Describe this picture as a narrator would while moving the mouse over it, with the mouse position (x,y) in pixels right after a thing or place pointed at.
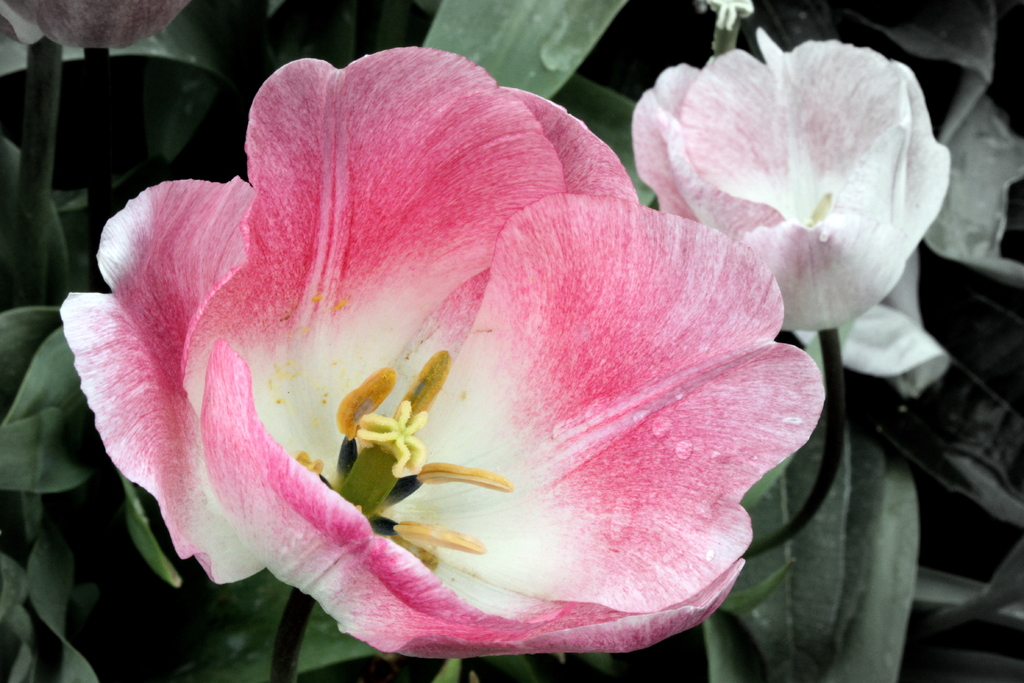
This picture shows flowers (747,304) and we see plants (999,126) and flower (261,274) is pink and white in color and another one is white in color.
